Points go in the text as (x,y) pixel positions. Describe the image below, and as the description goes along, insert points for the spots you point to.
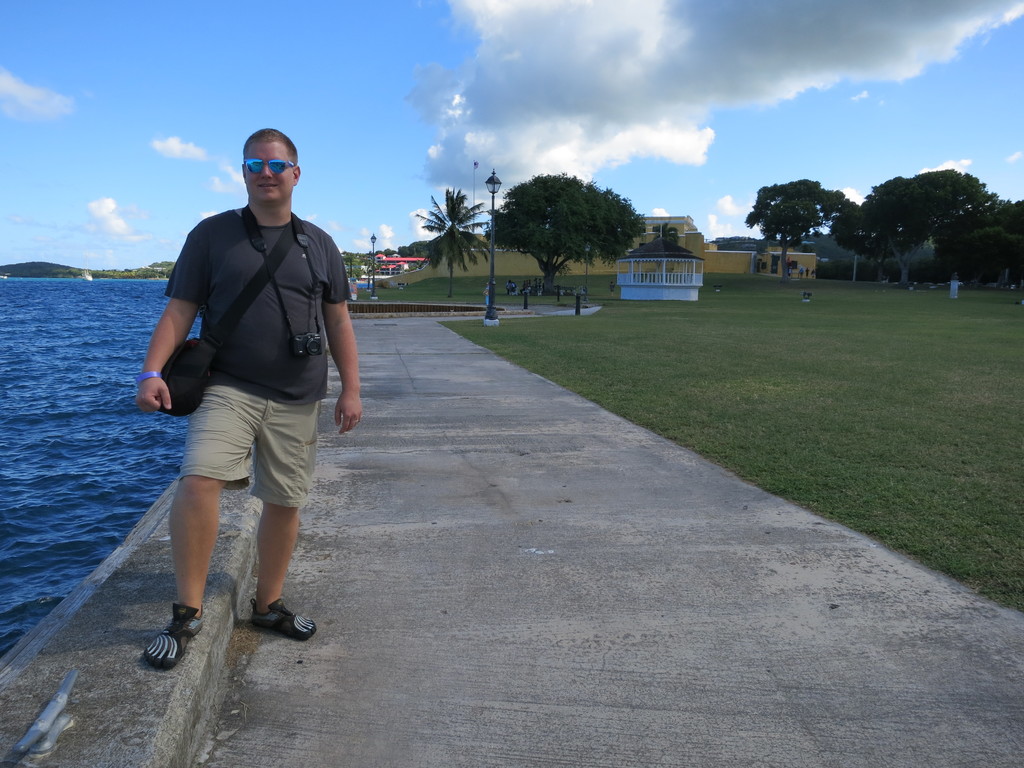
In this picture I can see buildings (396,262), trees (611,246) and few lights (494,188) and grass (793,344) on the ground (739,327) and man (238,329) wore a bag (193,356) and a camera (304,343) and I can see a blue cloudy sky (583,105) and water (97,435) on the side.
